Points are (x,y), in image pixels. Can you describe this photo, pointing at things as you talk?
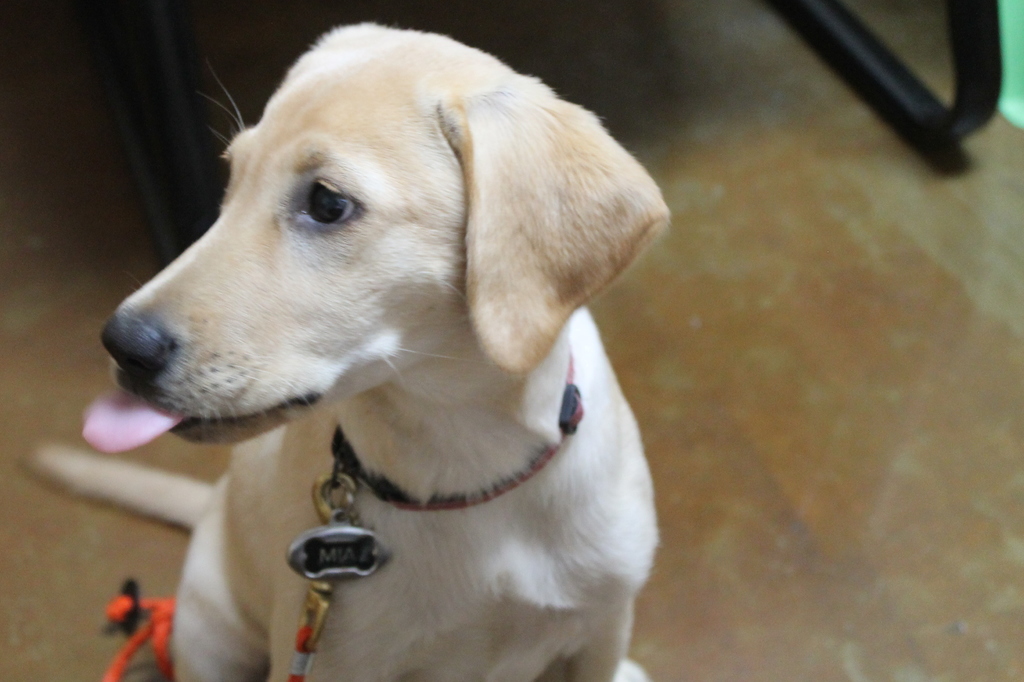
In the center of the image (438,362), we can see a dog (285,484) with a chain (395,497) and in the background (137,60), there is a stand (970,69) and there is an object (1010,116) on the floor (754,447).
